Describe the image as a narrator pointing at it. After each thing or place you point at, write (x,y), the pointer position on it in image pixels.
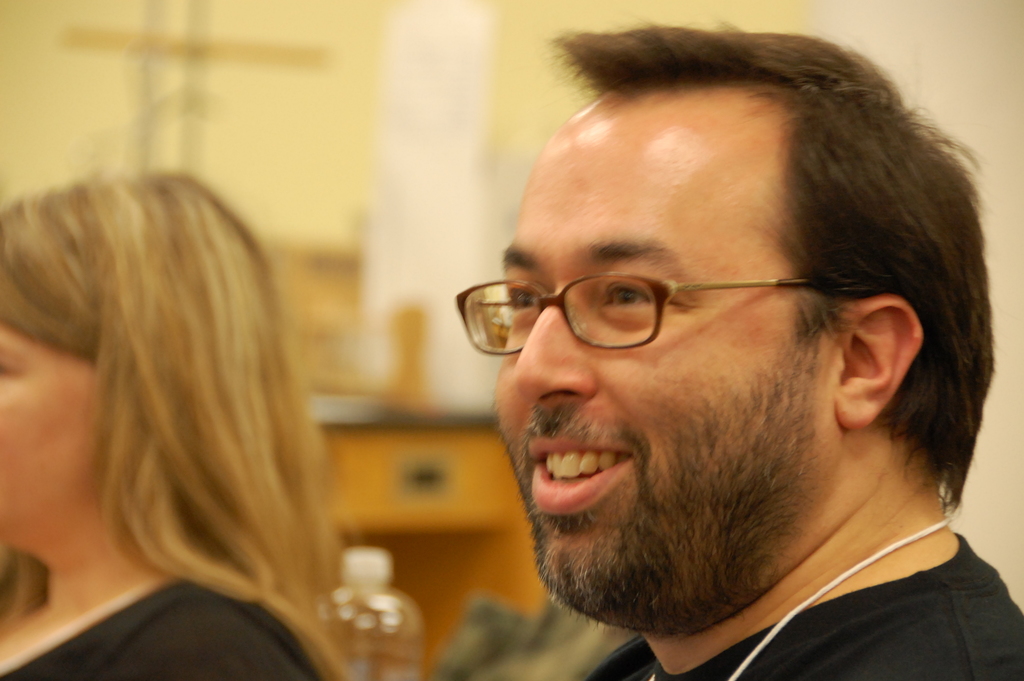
In this image there are two people (126,264) in which one of them (556,332) is wearing goggles (504,322) and a white colored wire (852,577) around the neck (858,573), there is an object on the desk (439,521) and the blurred background (426,449).
